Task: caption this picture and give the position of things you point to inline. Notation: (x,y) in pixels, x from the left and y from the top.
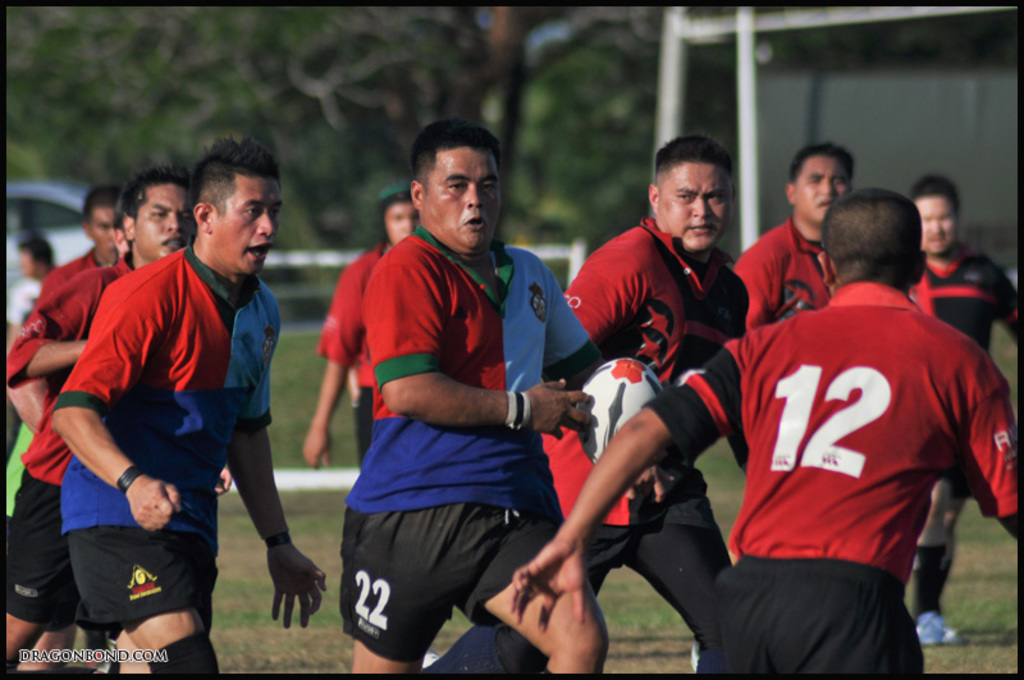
In the foreground of the picture (24,412) we can see people (431,219) running playing rugby. In the background (397,77) there are trees (609,30), poles (742,63), car (51,207) and greenery (629,151).
